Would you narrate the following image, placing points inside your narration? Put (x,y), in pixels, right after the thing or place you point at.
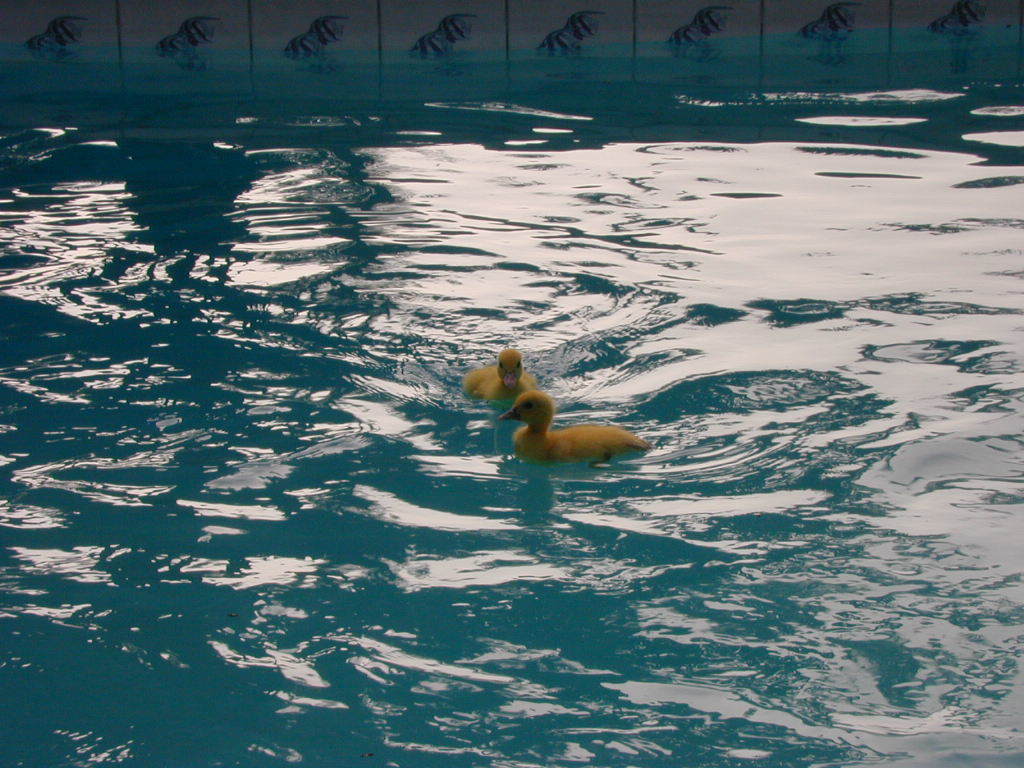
This image consists of two ducks (589,448). At the bottom (620,528), there is water (415,586). The ducks (604,435) are in yellow color.
